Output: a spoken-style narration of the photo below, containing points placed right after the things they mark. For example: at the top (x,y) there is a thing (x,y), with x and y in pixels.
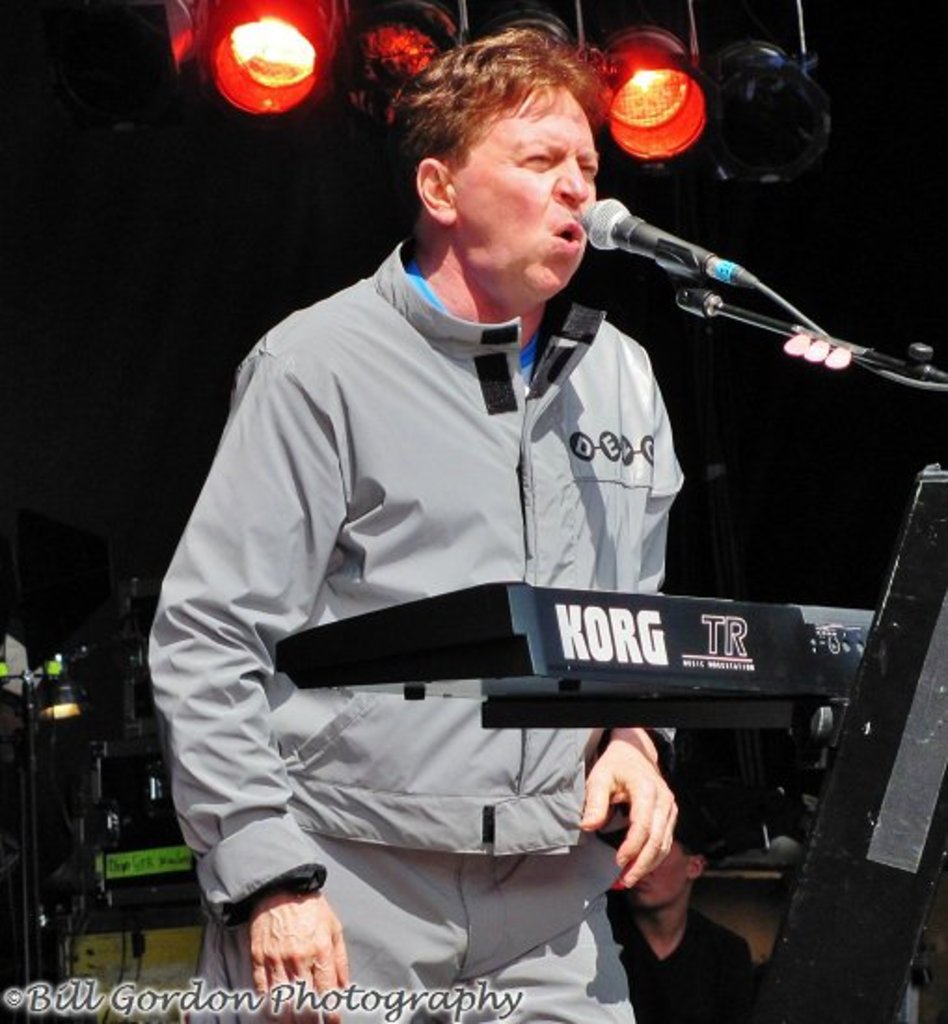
In this image I see a man (536,147) and I see the tripod (823,341) on which there is a mic (623,214) and I see alphabets (605,438) written over here and I see that it is dark in the background (780,282) and I see the lights (197,15) over here.
